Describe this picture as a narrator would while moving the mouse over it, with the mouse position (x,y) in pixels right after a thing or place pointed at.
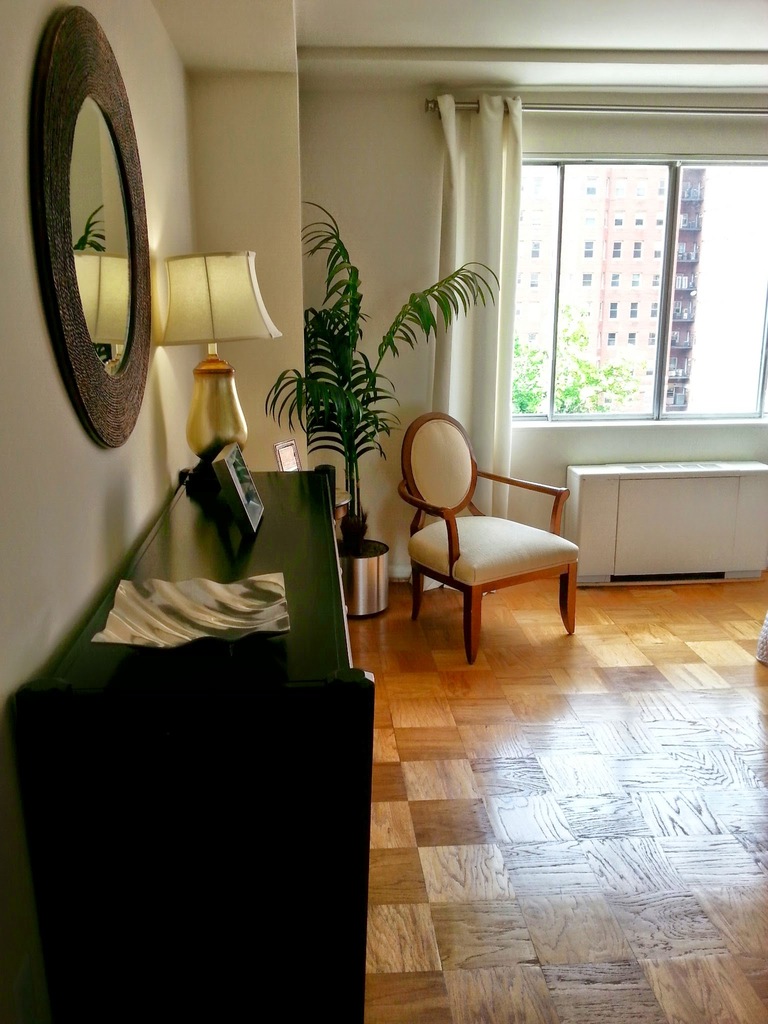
In this image we can see tables (210,746), chair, plant (413,301), lamp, frame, mirror (100,41), floor (621,752), window (654,323), curtain (471,138), and wall (411,242). Through the window (676,229) we can see a building (610,351) and branches (593,399).
